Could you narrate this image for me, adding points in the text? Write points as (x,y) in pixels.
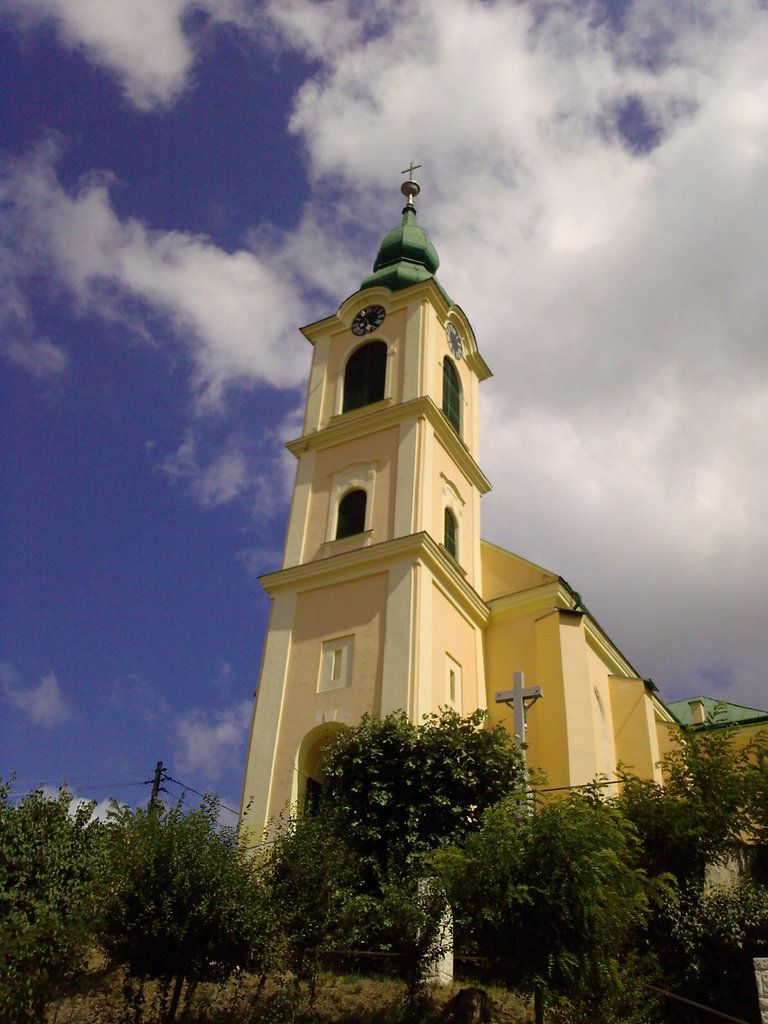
In this image in the center (331,600) it looks like a church (377,571), and also there are some crosses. At the bottom (693,910) there are some trees (162,933), pole (159,785) and some wires (149,786), at the top (344,49) there is sky (238,529).
